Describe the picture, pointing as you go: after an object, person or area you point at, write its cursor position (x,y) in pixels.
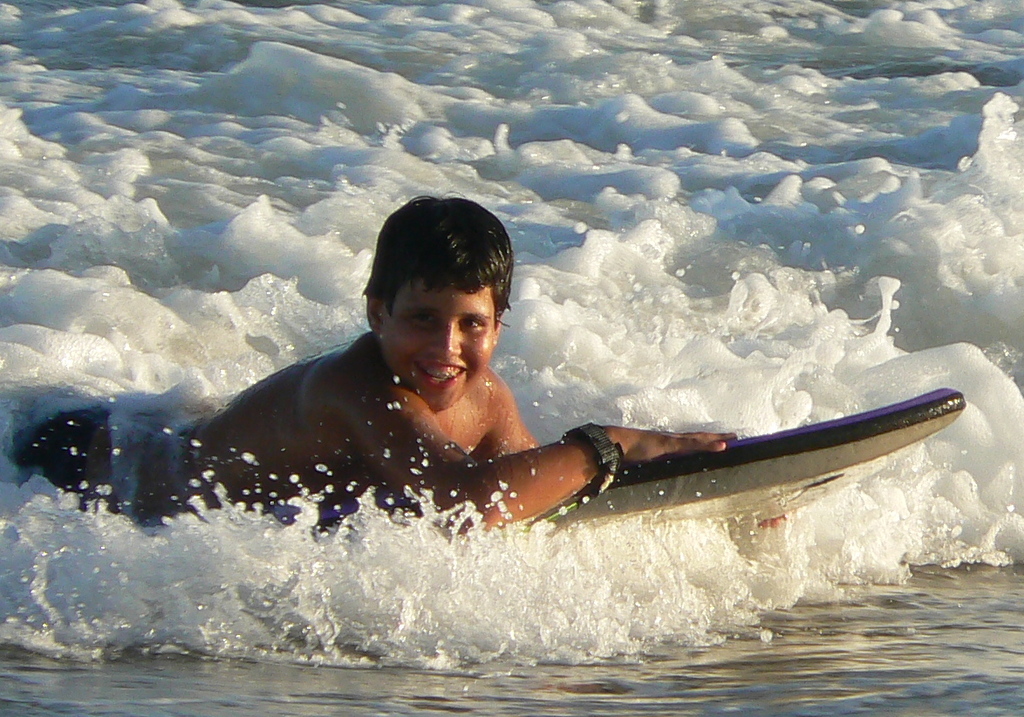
The boy (368,400) is surfing in water (687,317).
